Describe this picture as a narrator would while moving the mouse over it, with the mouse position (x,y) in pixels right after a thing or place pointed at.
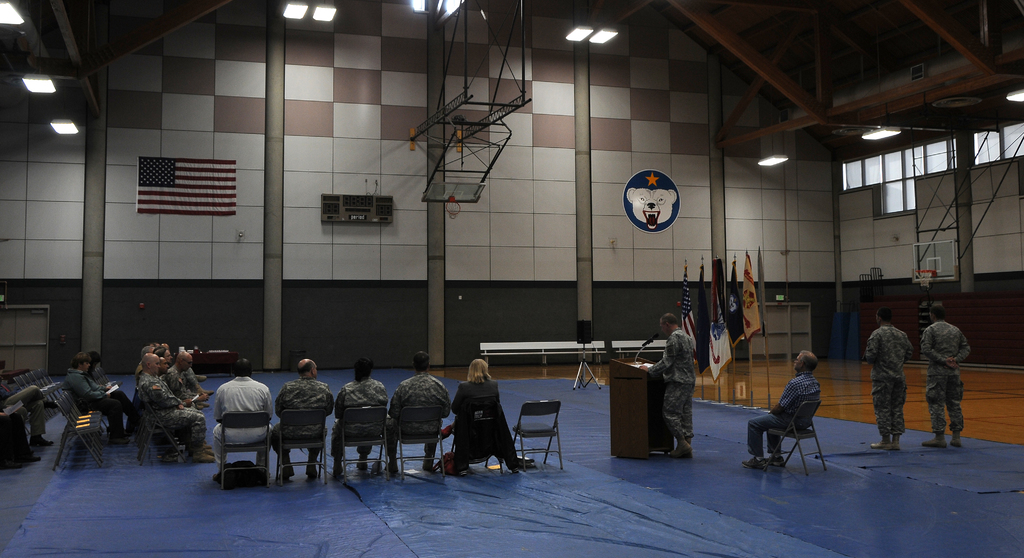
In this image we can see a group of people (337,420) wearing uniforms (170,393) are sitting on chairs (418,421) placed on the ground (136,480), one person (669,383) is standing in front of a podium (629,376) with a microphone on it. To the right side (937,336), we can see two persons (939,370) in uniform (928,403) are standing on the ground (888,459). In the background (753,313) we can see a group of flags (723,320) on poles (751,371), goal posts (925,265), lights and windows (919,161).
